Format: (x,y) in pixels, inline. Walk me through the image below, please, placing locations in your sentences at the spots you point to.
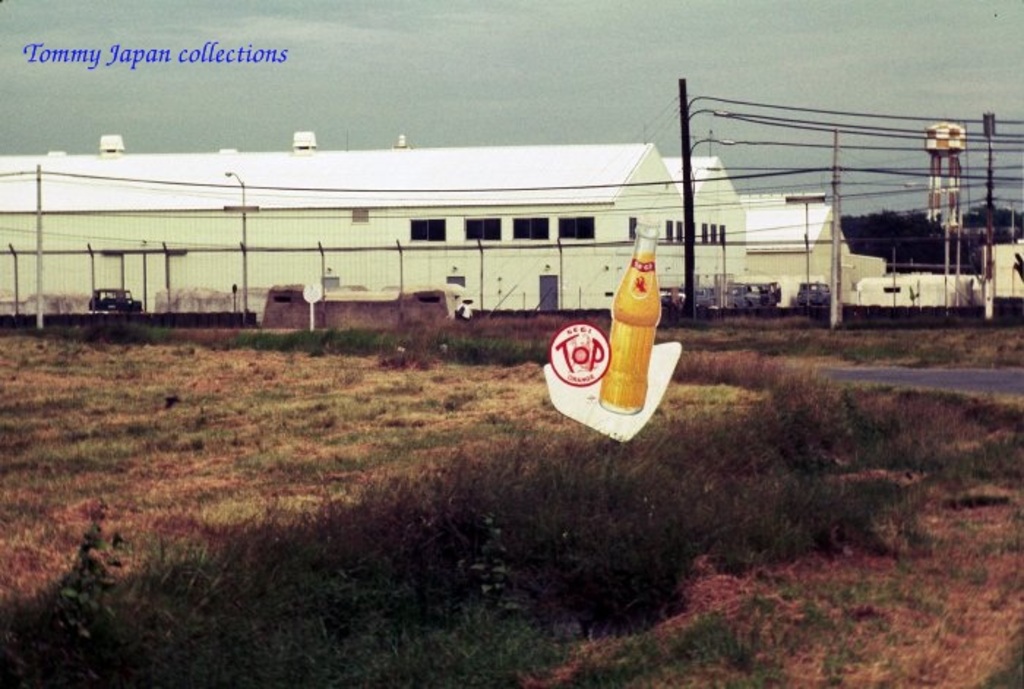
In this image there is ground (332,447) at the bottom (494,500). On the ground (357,505) there is grass (429,411). In the background (501,199) there is a factory (667,204). On the right side (817,169) there are poles (689,195) with the wires (902,147). There is a fencing (292,254) around the factory (337,223). There are few vehicles (757,285) parked in front of the factory (707,199). At the top (605,61) there is the sky (590,59). On the right (968,377) there is a road (932,372).
